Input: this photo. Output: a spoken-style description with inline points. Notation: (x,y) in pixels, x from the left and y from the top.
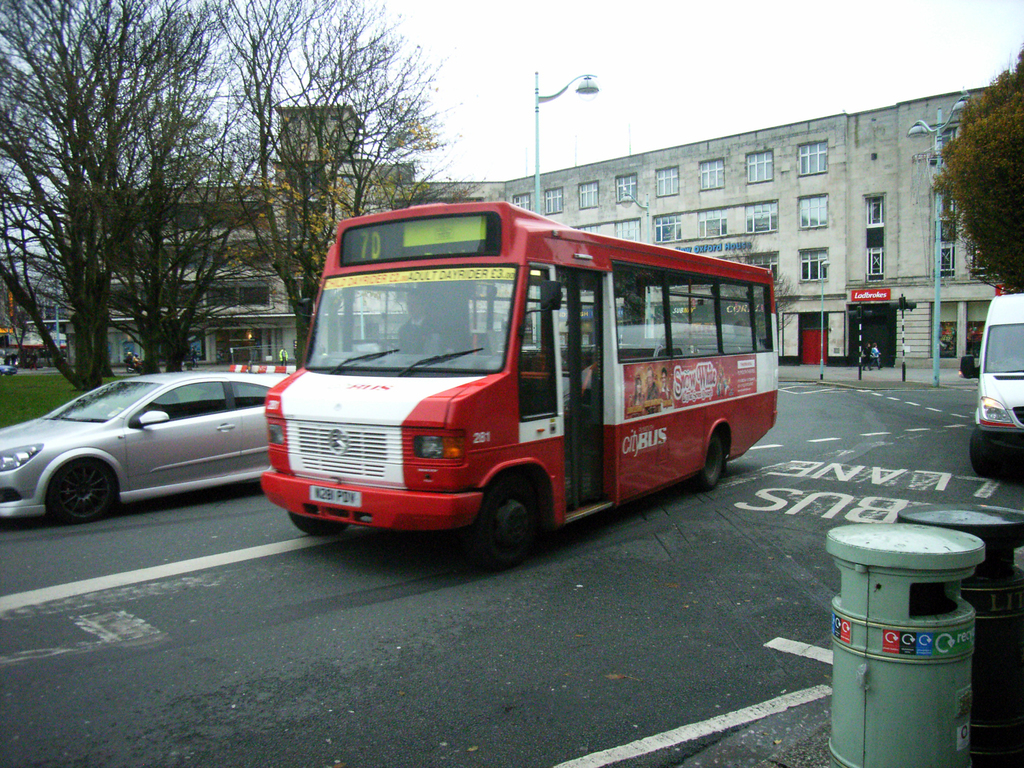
In this image I can see few vehicles (524,438). In front (516,428) the vehicle (417,441) is in white and red color, background (753,6) I can see few light poles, buildings (644,223) in cream color, trees (1011,272) in green color and the sky (641,85) is in white color.
